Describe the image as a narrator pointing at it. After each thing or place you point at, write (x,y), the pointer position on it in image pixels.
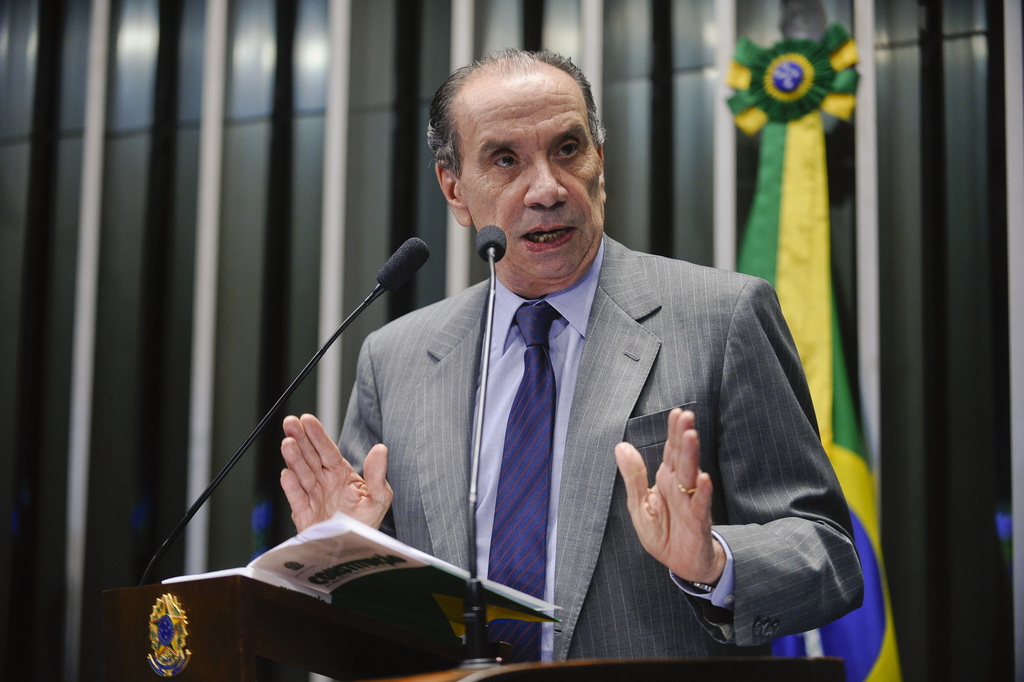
In the background (808,362) we can see a flag (765,90). We can see man (761,506) wearing a shirt (569,342), tie (529,403), blazer (630,383), a ring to his finger (694,432) and a wrist watch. He is talking. Here we can see a book (352,578) on the table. These are mike's (475,455).
